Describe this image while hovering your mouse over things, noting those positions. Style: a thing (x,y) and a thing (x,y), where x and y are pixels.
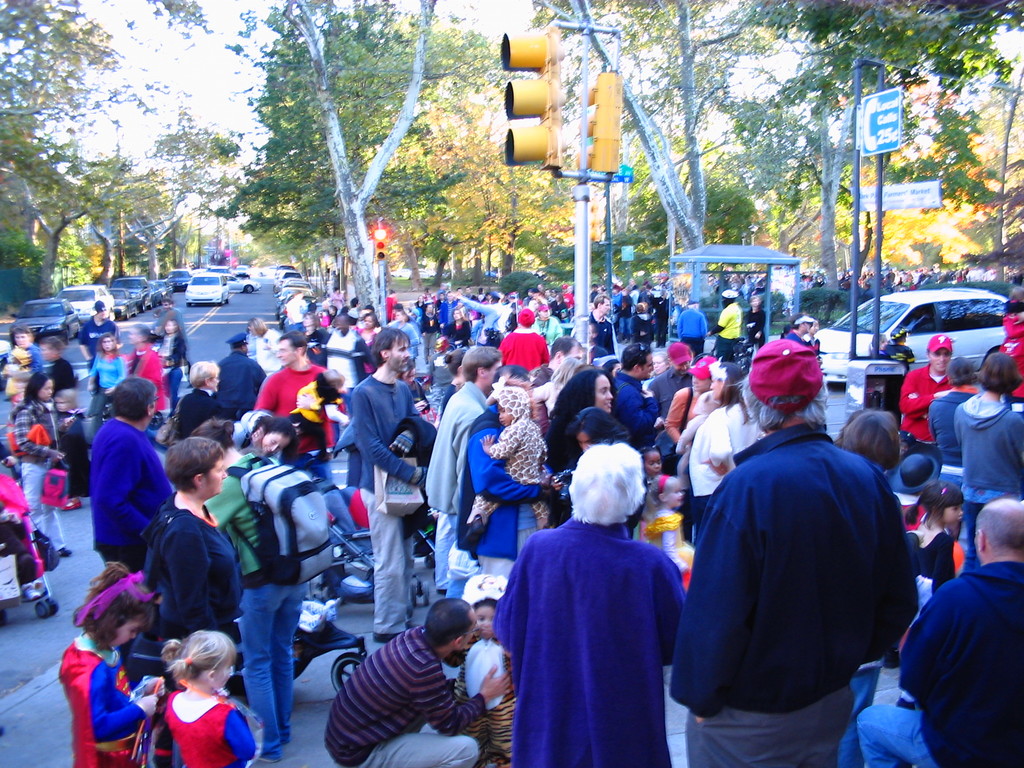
In the image we can see there are lot of people (405,449) standing on the footpath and road (224,349). There are cars (67,327) parked on the road (242,300) and there are traffic light poles (585,285). There are street light poles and behind there are lot of trees (570,196).
